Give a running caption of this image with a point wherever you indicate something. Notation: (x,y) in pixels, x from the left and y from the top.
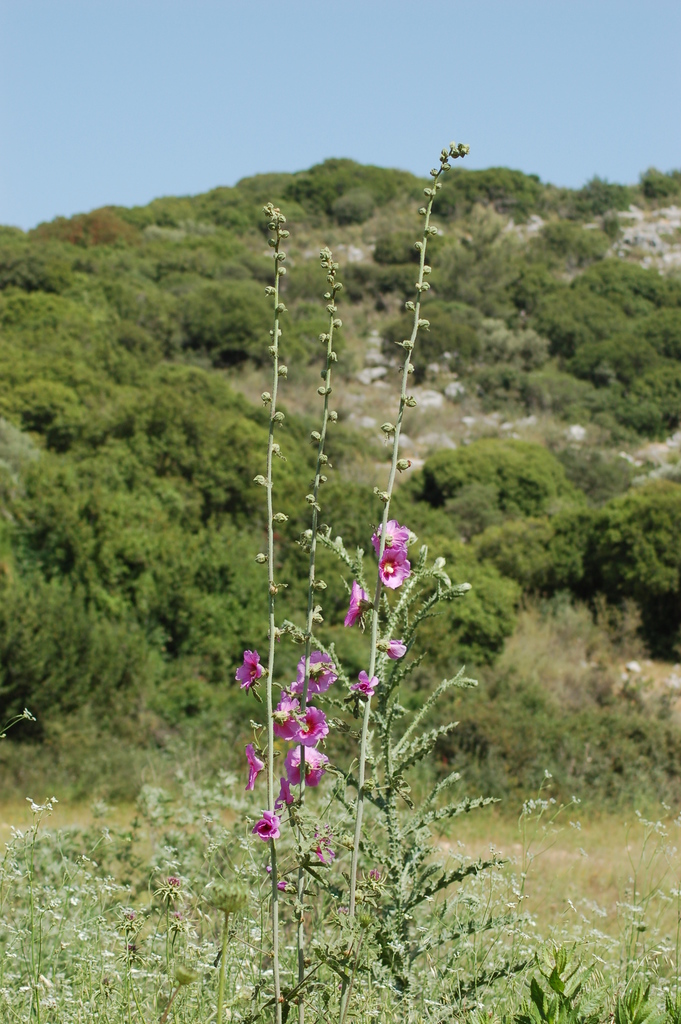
At the bottom of this image (228,860) I can see some plants (310,846) along with the flowers (307,724). In the background (351,636) there are some trees (248,636) and rocks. On the top of the image (422,62) I can see the sky (172,119).
